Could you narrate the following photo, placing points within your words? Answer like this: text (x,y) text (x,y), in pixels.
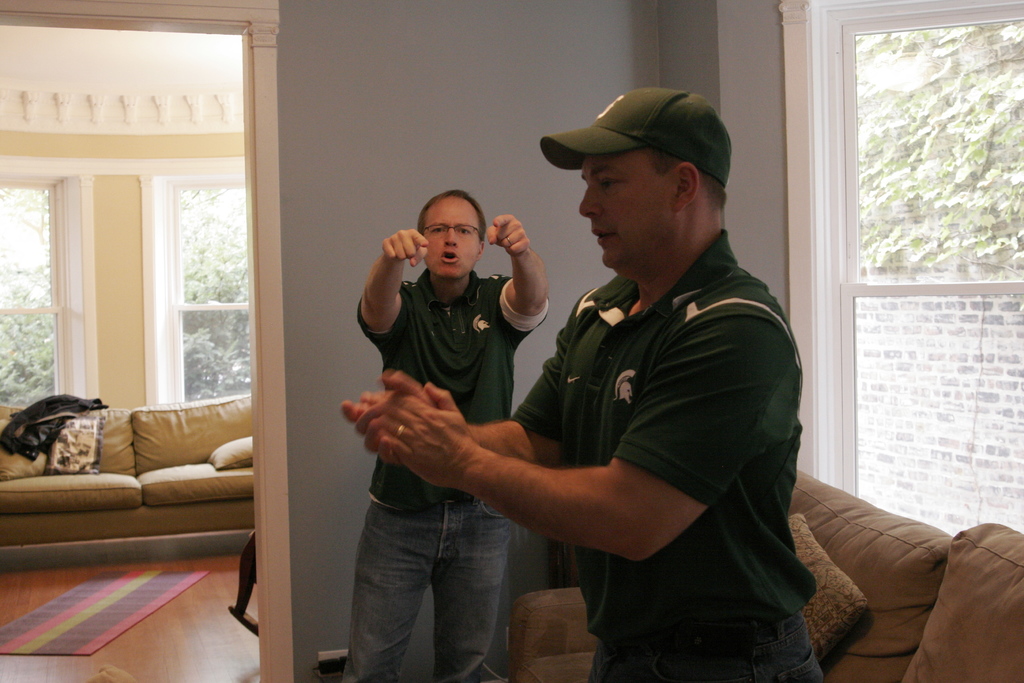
In this picture I can see there are two men (528,451) standing and the person (471,321) in the backdrop (471,343) raised his hands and he is pointing the person (382,430) in front of him, there is a couch (877,579) at right side (901,600) and there is another couch (117,458) in the backdrop (105,481) and there are two windows (37,293) at left (37,293) and there is another window (968,344) at right side (973,113). There are trees (912,168) visible from the left and right side windows (968,379).
